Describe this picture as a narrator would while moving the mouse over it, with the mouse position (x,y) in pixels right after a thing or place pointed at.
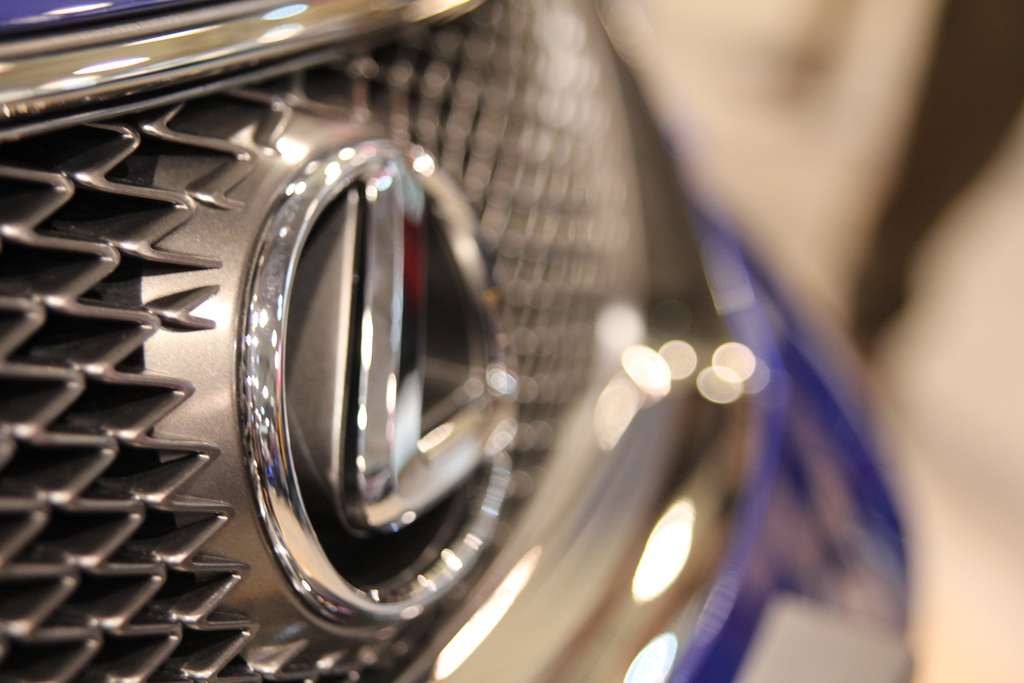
In this image in the foreground (430,485) there is one vehicle front part (545,330) is visible.
